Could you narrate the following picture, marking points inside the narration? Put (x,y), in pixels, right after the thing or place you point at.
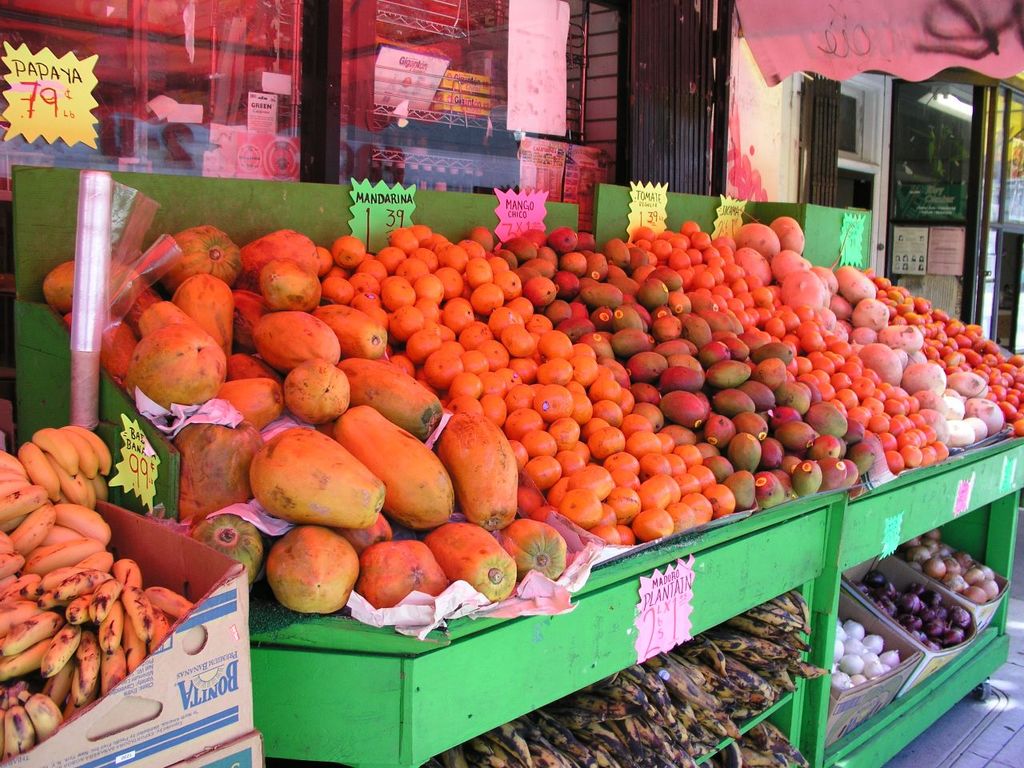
In this image we can see the store (336,152). In the store (339,166) there is a plastic bag roll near the windows (241,76), price tags (364,207) and different types of fruits (623,387) and vegetables (821,323) arranged in the baskets (857,610).
